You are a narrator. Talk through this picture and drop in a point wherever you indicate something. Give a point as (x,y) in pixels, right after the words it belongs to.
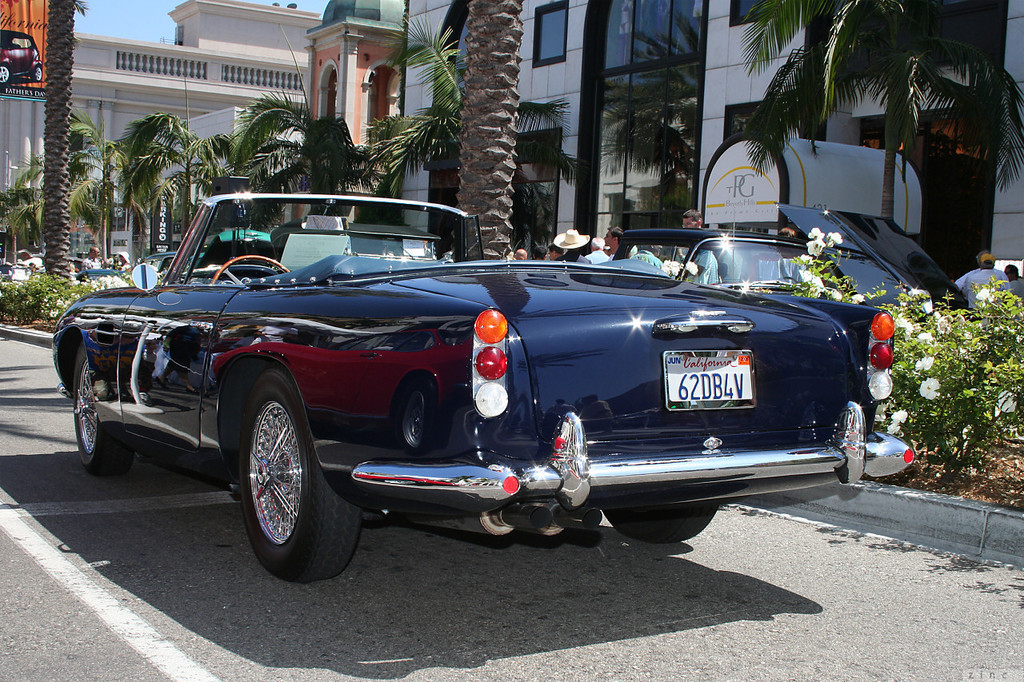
In this image I can see two vehicles (482,336). To the side of the vehicles (698,345) I can see the plants (96,288) and trees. There are the white color flowers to the plants (970,376). And I can see few people (519,257) in-front of these vehicles (434,230). In the background (381,73) there are buildings (240,55) and the blue sky (109,23).
